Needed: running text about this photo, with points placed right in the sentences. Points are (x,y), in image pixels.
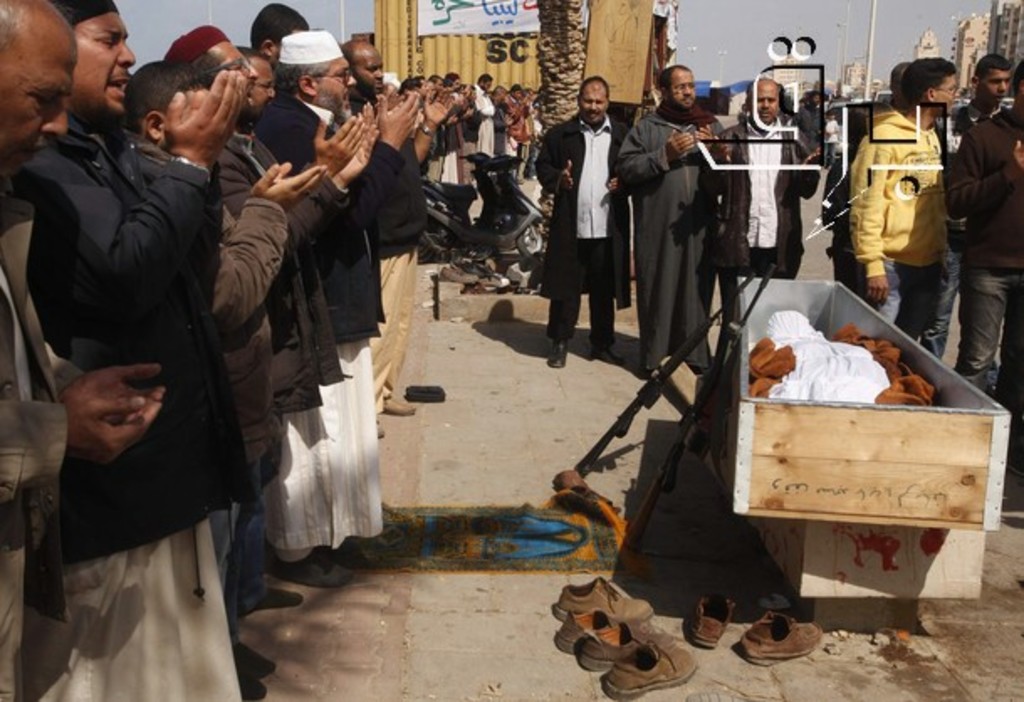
In the image we can see there are many people (59,257) wearing clothes (276,286) and shoes (556,347), some of them are wearing a cap (321,51) and spectacles (325,82). This is a wooden box (799,473), gun (673,443), footpath (709,464), buildings (971,36), pole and a sky (751,46). This is a white cloth (872,369) and this is a vehicle (489,227).
